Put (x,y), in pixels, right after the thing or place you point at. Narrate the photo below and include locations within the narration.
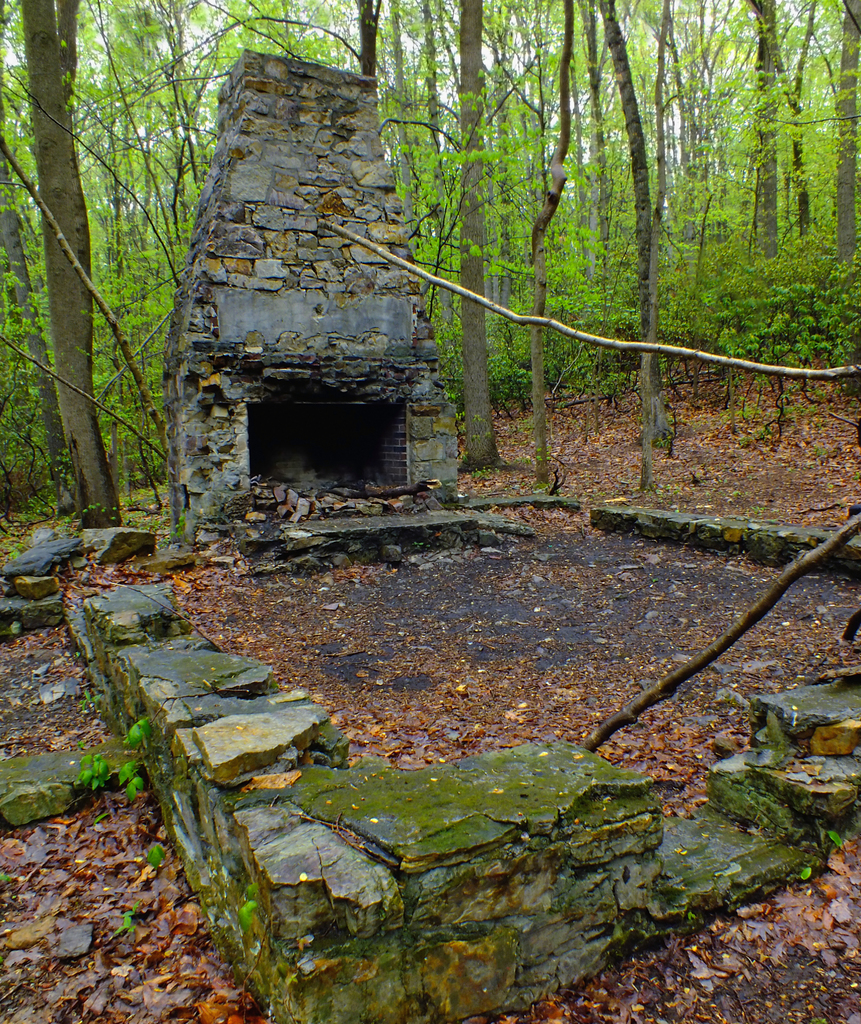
In this image there is a monument (229,287), in the background (450,179) there are trees (561,182).
